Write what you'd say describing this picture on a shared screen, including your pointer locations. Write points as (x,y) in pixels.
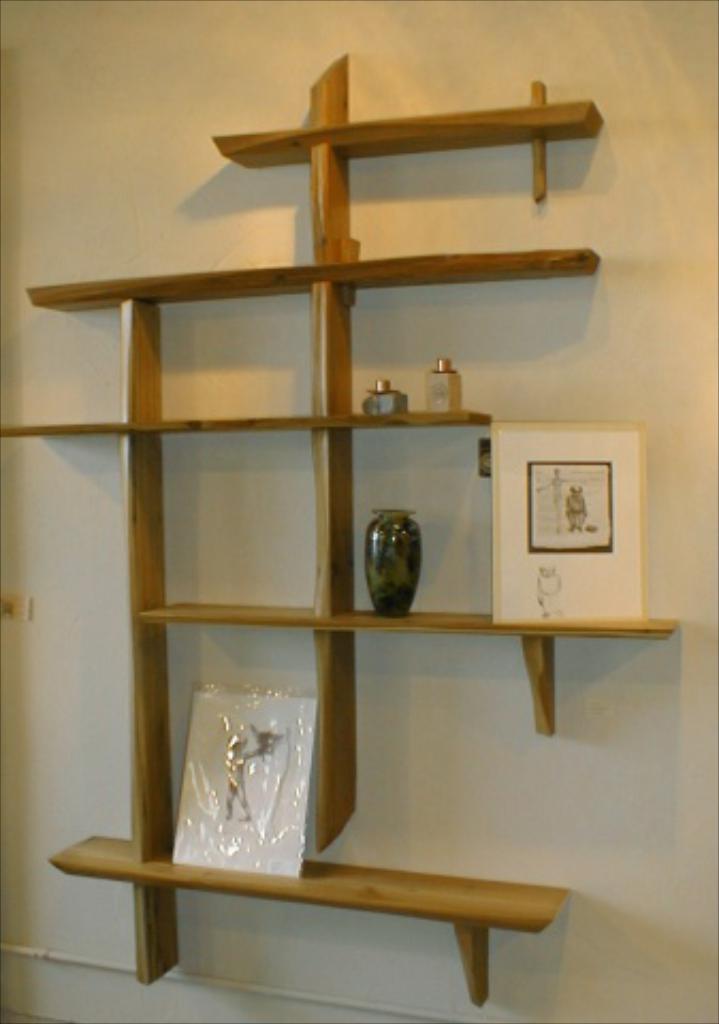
In this image there are a few objects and frames (494,501) are arranged in the rack (319,423), which is hanging on the wall (712,715).
